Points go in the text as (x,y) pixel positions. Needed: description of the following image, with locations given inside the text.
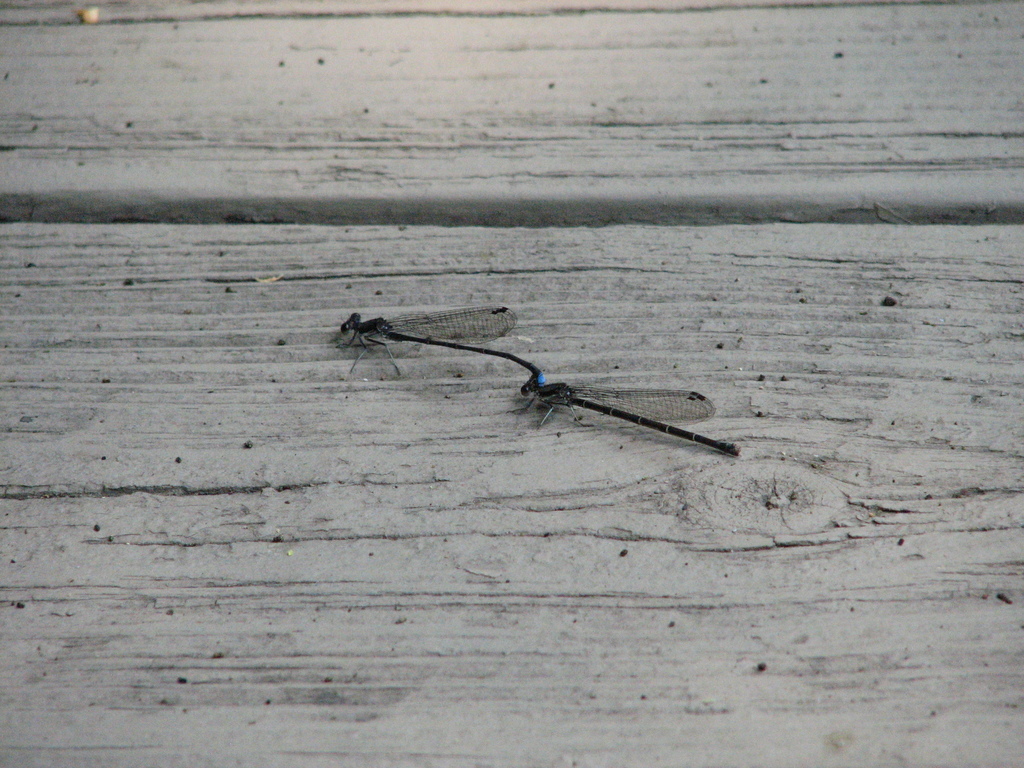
Here in this picture we can see a couple of dragonflies (565,400) are present on a wooden plank (568,284) over there.
